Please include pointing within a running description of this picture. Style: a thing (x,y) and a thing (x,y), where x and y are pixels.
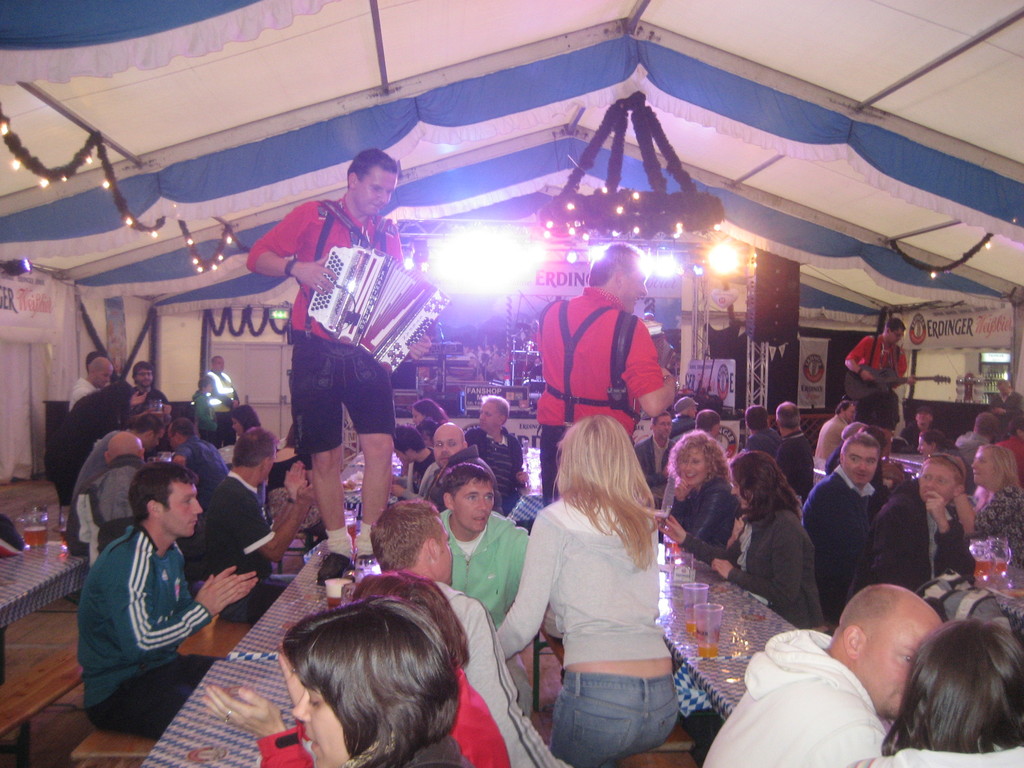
there are people (592,298) in which some people (441,448) are sitting and some people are standing there are tables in front of them.
